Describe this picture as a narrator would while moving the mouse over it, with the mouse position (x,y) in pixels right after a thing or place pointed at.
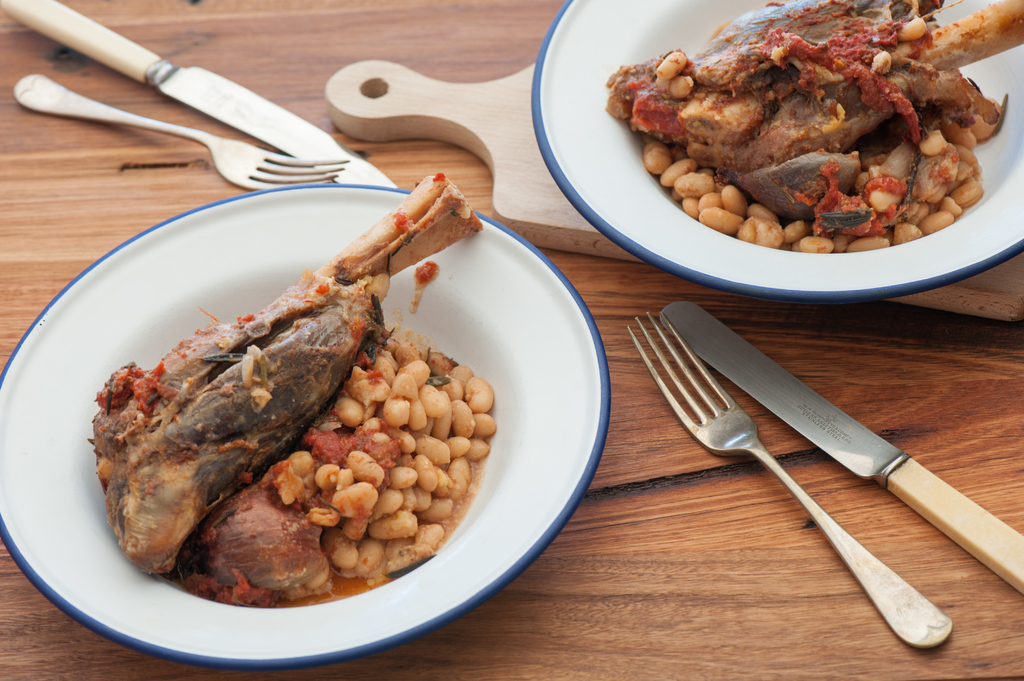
In this picture we can see an object (499,136), forks (689,420), knives (194,74), plates (235,207) with food items (828,54) on it and these all are placed on a wooden surface (836,364).
